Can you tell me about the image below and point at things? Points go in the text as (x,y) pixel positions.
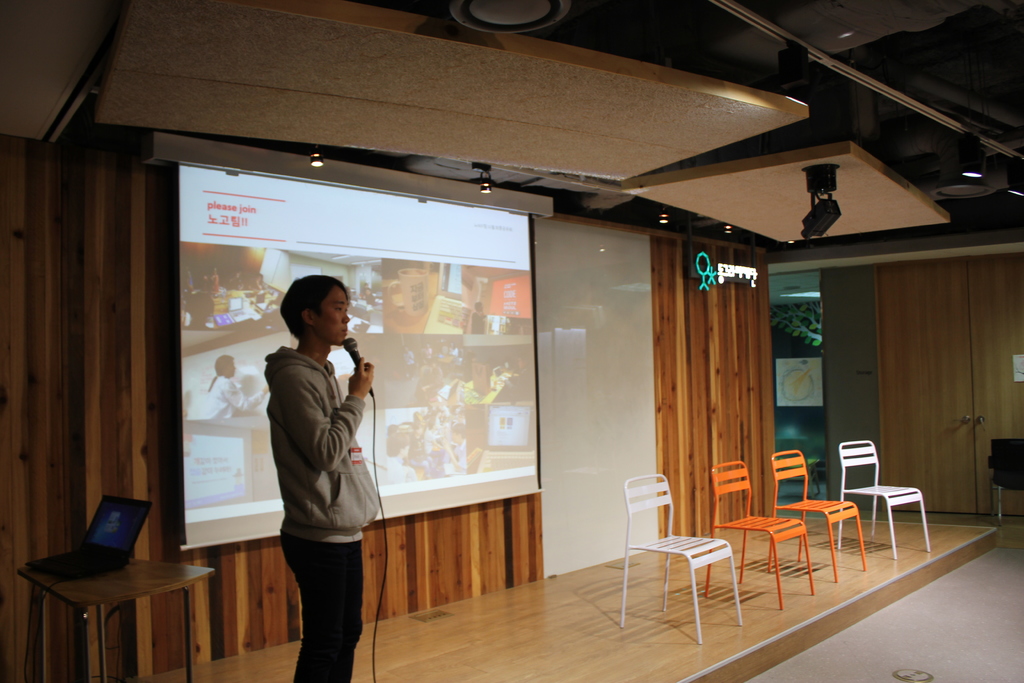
In the image we can see there is a person (314,494) who is standing and holding a mike (355,349) in his hand (358,381) and on stage (363,664) there are chairs (797,506) kept and at the back (438,307) there is a wall (400,519) on which a screen (420,467) is kept and beside on the table (61,588) there is a laptop (101,560) kept.
